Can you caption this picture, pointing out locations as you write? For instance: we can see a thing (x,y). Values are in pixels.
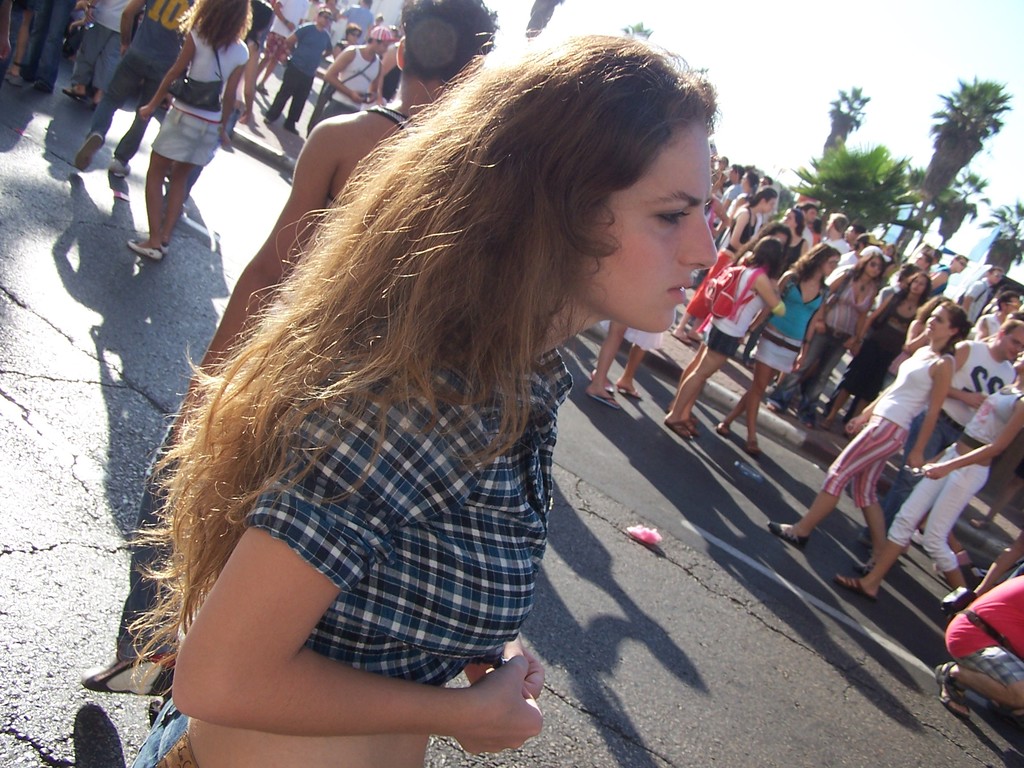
In this picture we can see a group of people (447,30) on the road (744,645), bags (197,90), trees (825,207) and some objects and in the background (889,54) we can see the sky (838,58).
